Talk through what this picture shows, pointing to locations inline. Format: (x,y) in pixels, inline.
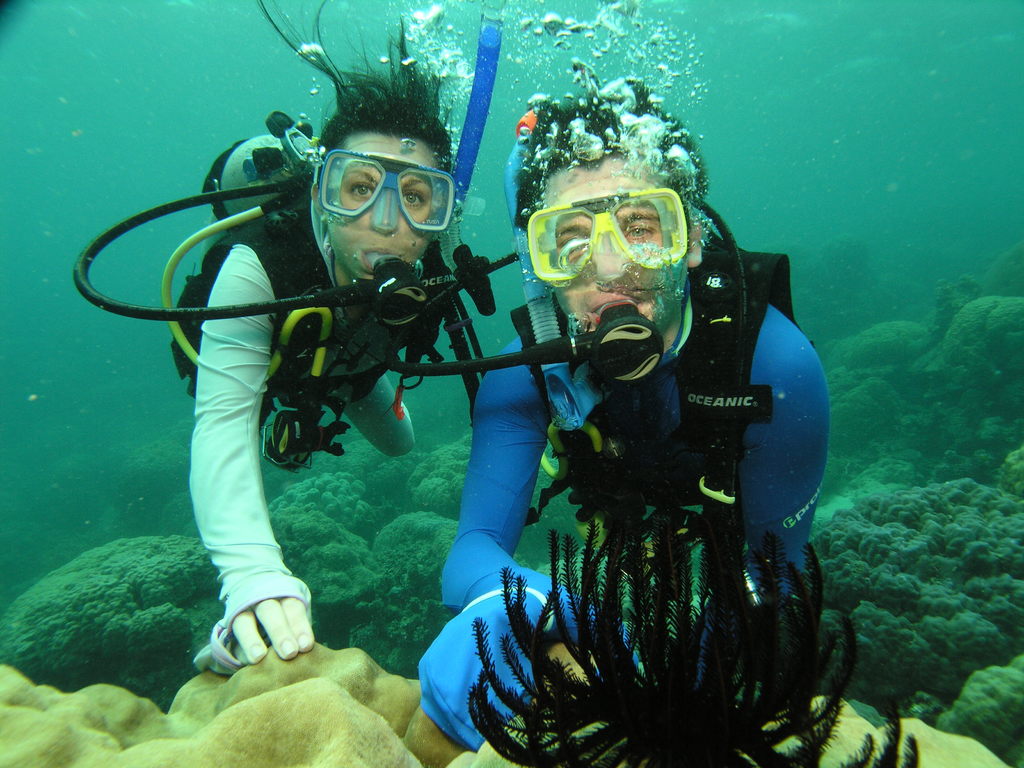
In this image we can see an underwater environment (805,206), there are two persons (569,419), there are objects (399,734) truncated towards the bottom of the image (519,748), there are objects (50,711) truncated towards the left of the image (50,750).
